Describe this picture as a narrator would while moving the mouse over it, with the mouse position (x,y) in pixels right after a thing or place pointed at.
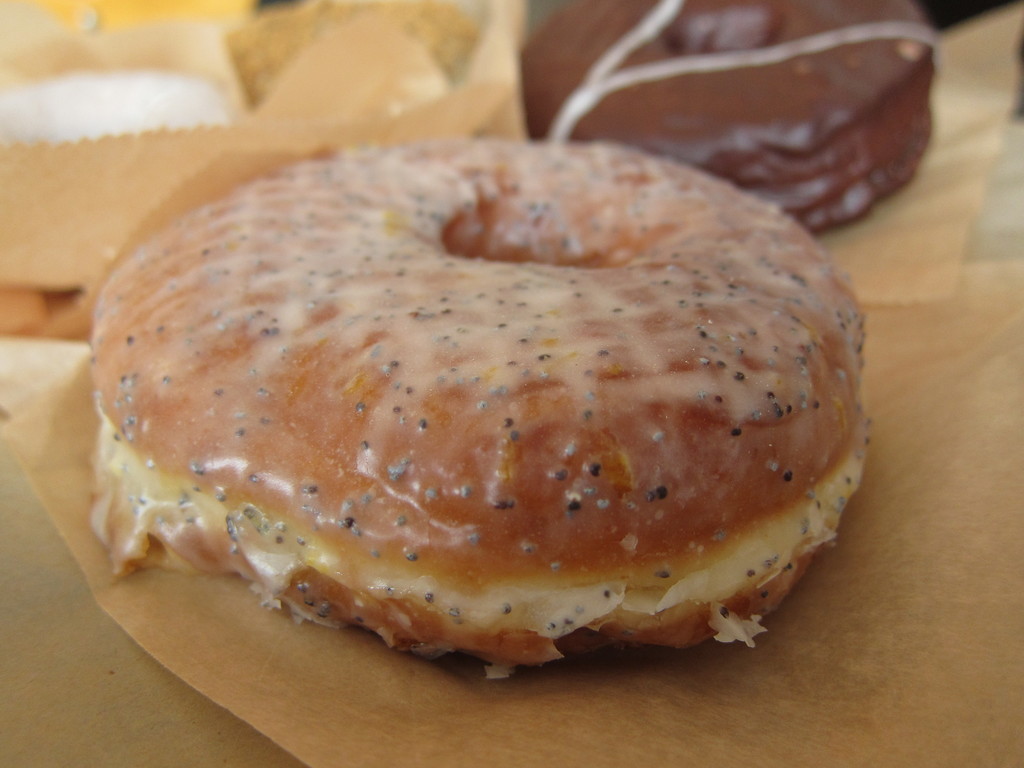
In this picture I can see 2 donuts (639,190) on the brown color things (891,529) and I see that a bit blurred in the background (507,36). On the top left of this image (88,112) I can see a white color thing (29,108).
